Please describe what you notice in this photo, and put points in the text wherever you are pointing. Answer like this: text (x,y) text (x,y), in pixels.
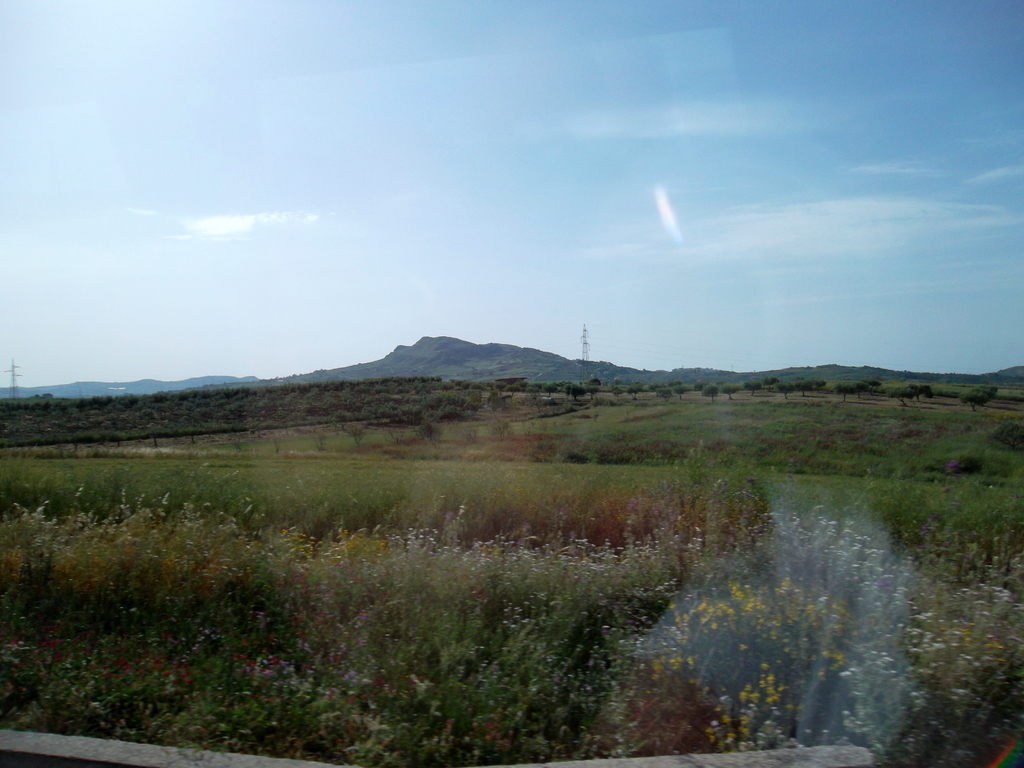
In this image in front (807,538) there is grass (557,542) on the surface (482,518). In the background of the image (567,348) there are towers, trees (372,388), mountains (453,375) and sky (406,175).
